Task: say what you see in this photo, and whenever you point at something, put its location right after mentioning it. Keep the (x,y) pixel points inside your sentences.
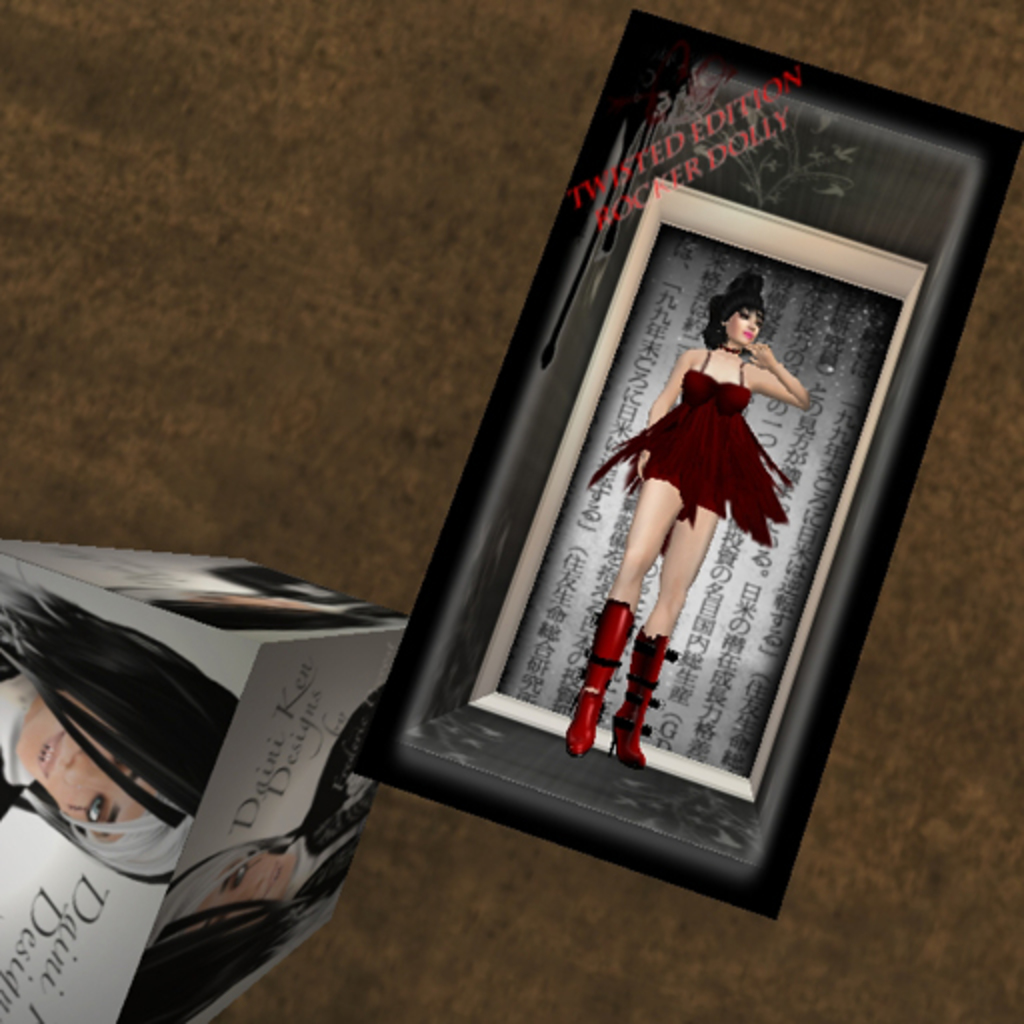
This is an animated picture towards right (785,686) there is a frame (770,190), in the frame (671,451) there is a woman's picture (639,598). On the left (141,844) there is a box (127,785).
